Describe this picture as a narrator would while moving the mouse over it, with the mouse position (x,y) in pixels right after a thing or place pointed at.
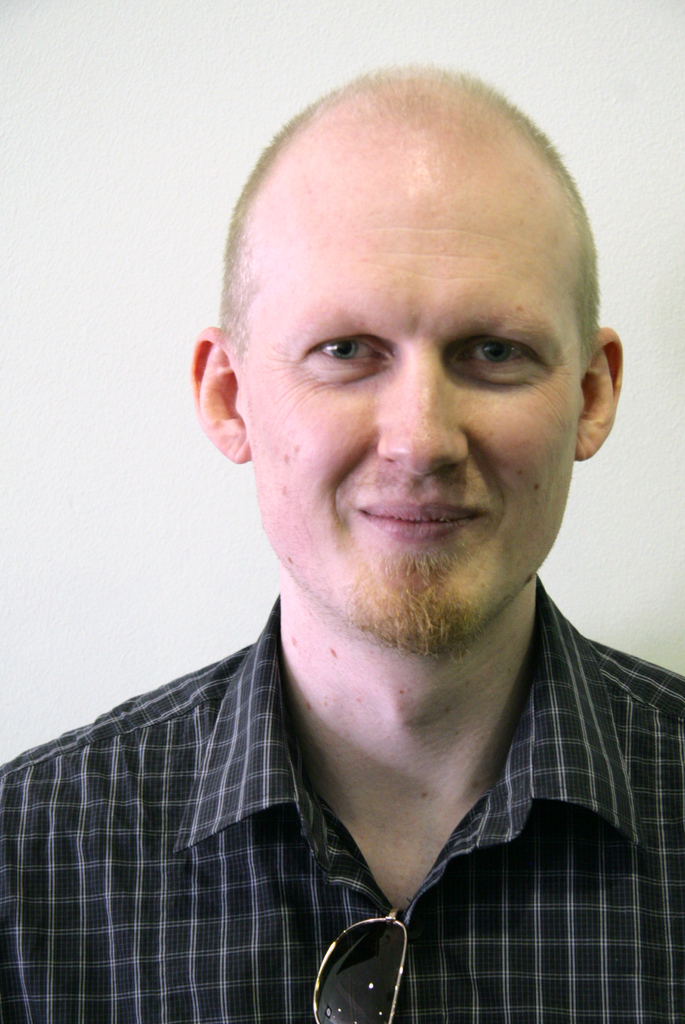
In this image I can see a person (151,869) wearing black and white colored shirt (151,869) and in the background (84,447) I can see the white colored surface (115,425). I can see black colored goggles (371,935) to his shirt (306,973).
